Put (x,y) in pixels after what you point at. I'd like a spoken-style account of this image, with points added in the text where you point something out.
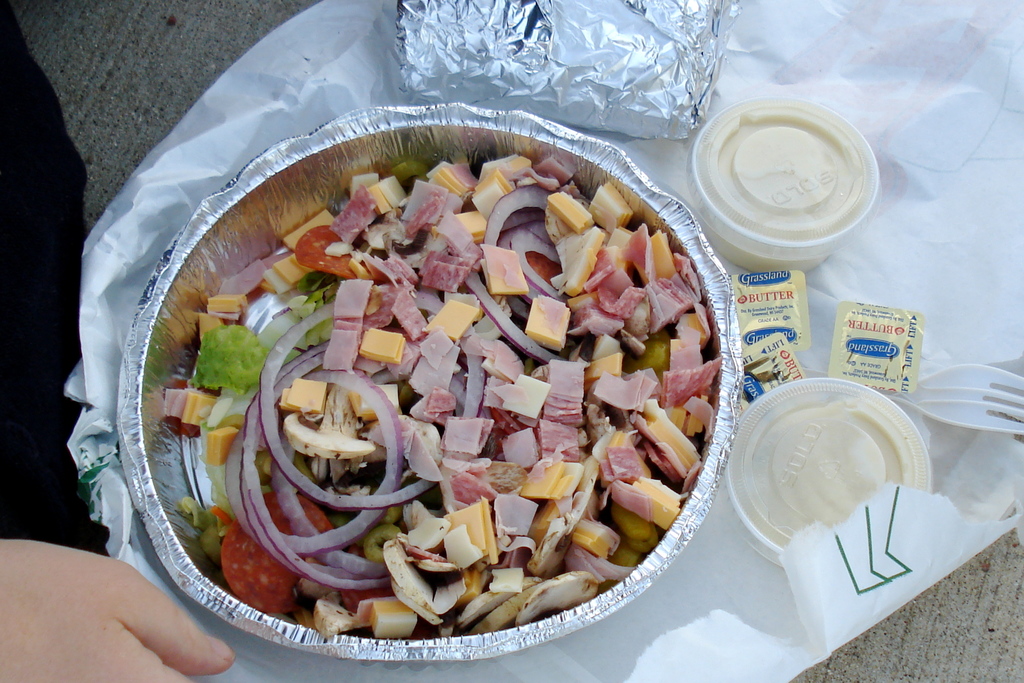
In this picture we can see a bowl (351,388) and in the bowl (598,395) there are some food items (413,349) and the bowl (443,462) is on the cover (685,612) and the cover (749,618) is on the path (894,682). On the cover (719,633) there is a fork (950,410), aluminium foil (653,107), cups (788,252) and other things (752,346). On the left side of the bowl (164,537) there is a person hand (82,622).
